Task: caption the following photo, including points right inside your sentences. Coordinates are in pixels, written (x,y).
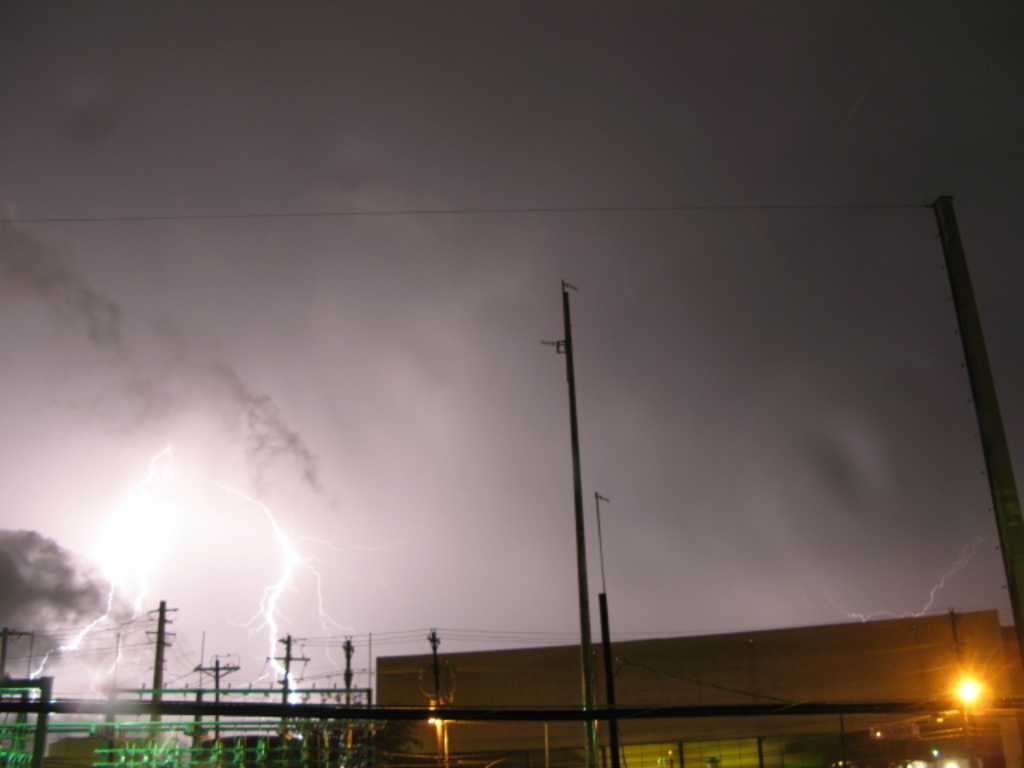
In this image we can see sky (305,345) with clouds (160,397), lightning (121,503), electric poles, electric cables (241,709), buildings (541,677) and electric lights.
